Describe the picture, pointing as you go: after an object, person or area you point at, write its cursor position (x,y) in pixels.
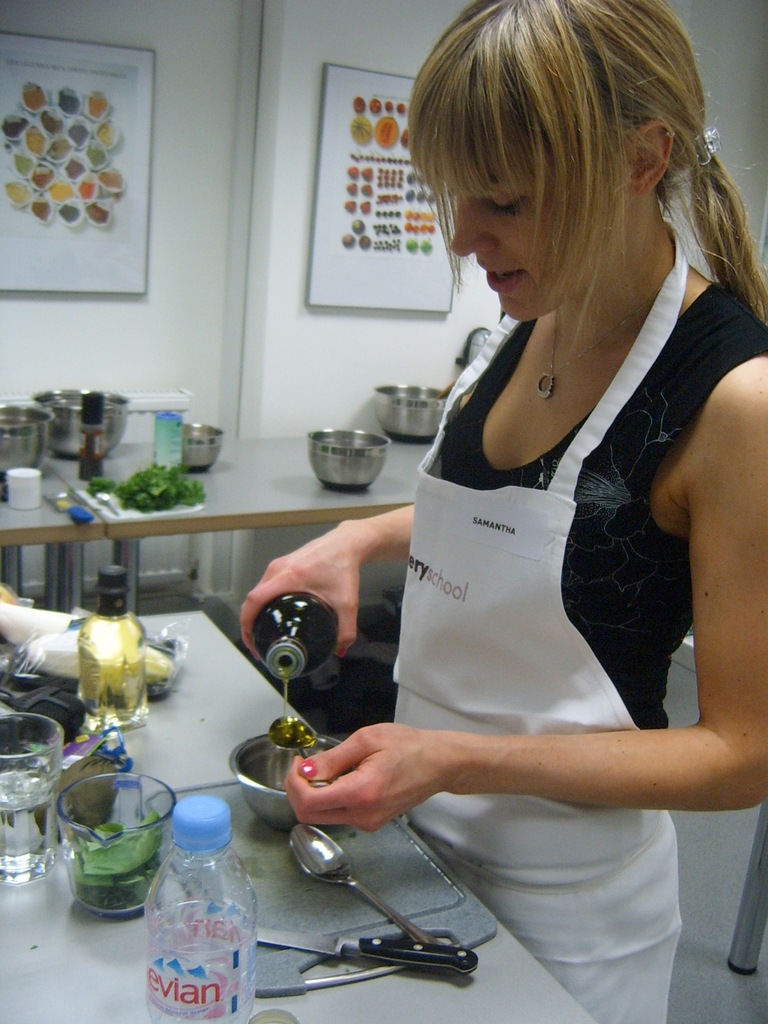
In this image we can see a woman (748,440) standing holding a bottle (312,635) and a spoon (319,787). We can also see a table (394,987) in front of her containing a bottle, knife (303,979), spoon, bowl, glasses (93,846) and some objects (101,824) on it. On the backside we can see the tables (146,524) containing some leafy vegetables (148,504), glass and some containers (192,460) on it. We can also see the frames (380,307) on a wall (312,350).
